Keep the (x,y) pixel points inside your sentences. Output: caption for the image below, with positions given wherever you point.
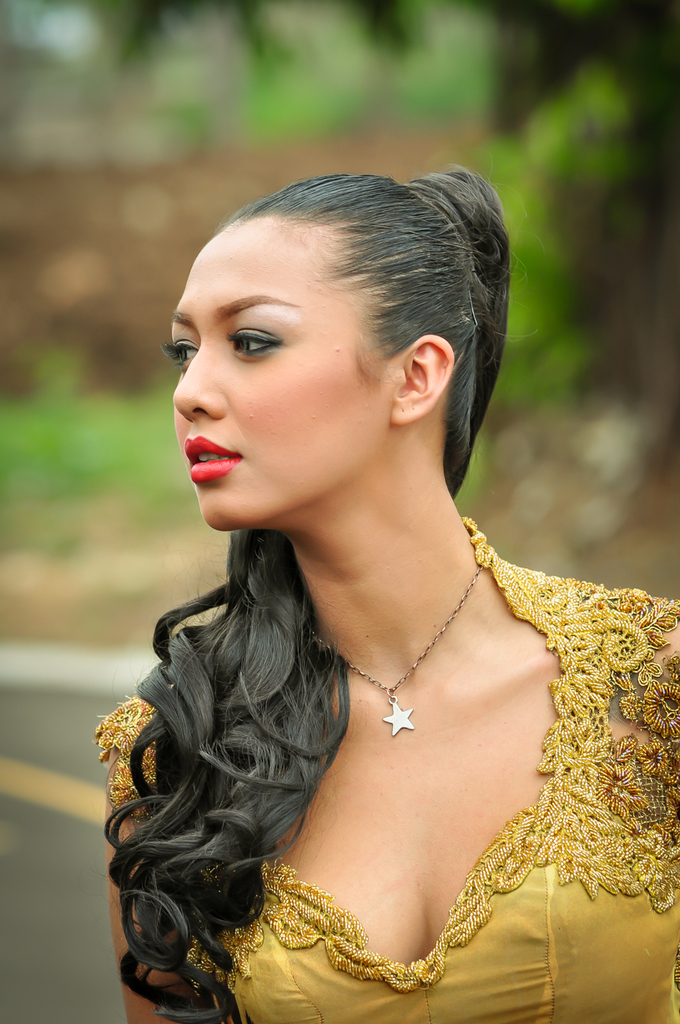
This is a close up image of a woman (538,795) wearing clothes (545,829) and neck chain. Here we can see the road (104,830) and the background (624,183) is blurred.
